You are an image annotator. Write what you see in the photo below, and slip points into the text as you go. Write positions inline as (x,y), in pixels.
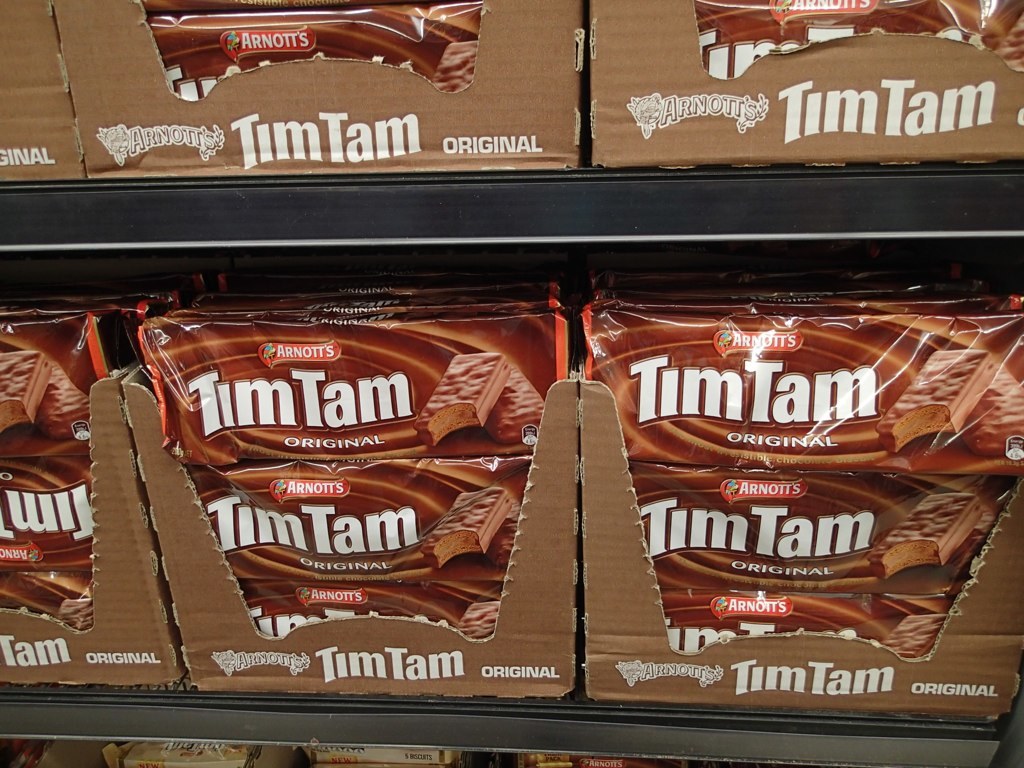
We can see the tim tam chocolates (455,3) arranged on the racks (441,703).
